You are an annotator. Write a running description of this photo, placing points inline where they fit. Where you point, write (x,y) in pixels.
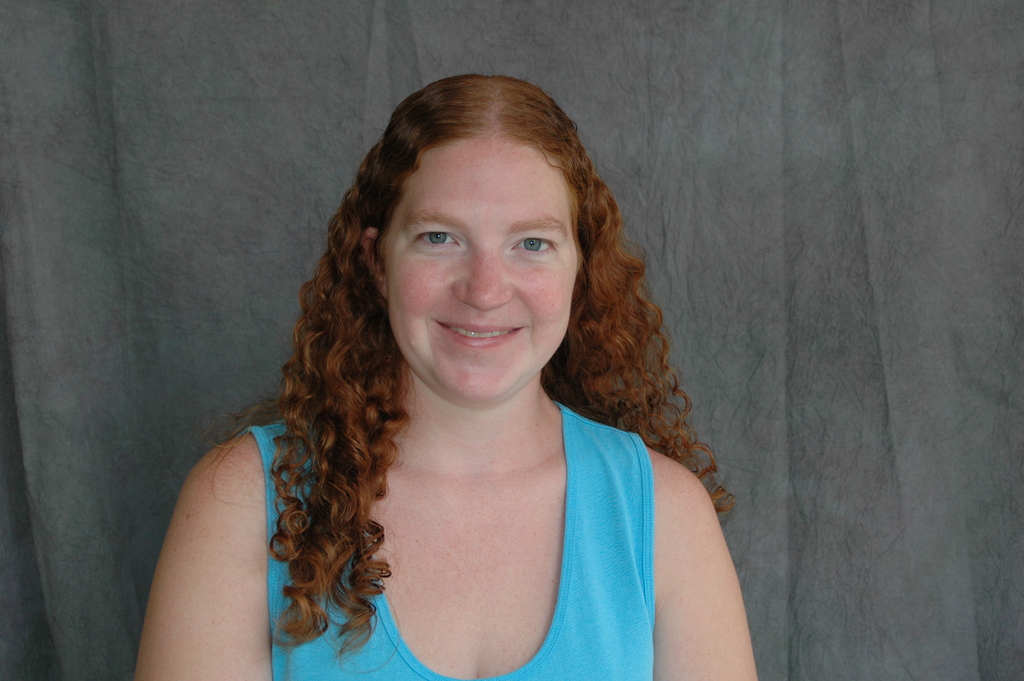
In this picture we can see a woman (537,537) is smiling in the front (537,533), it looks like a curtain (847,233) in the background (756,166).
